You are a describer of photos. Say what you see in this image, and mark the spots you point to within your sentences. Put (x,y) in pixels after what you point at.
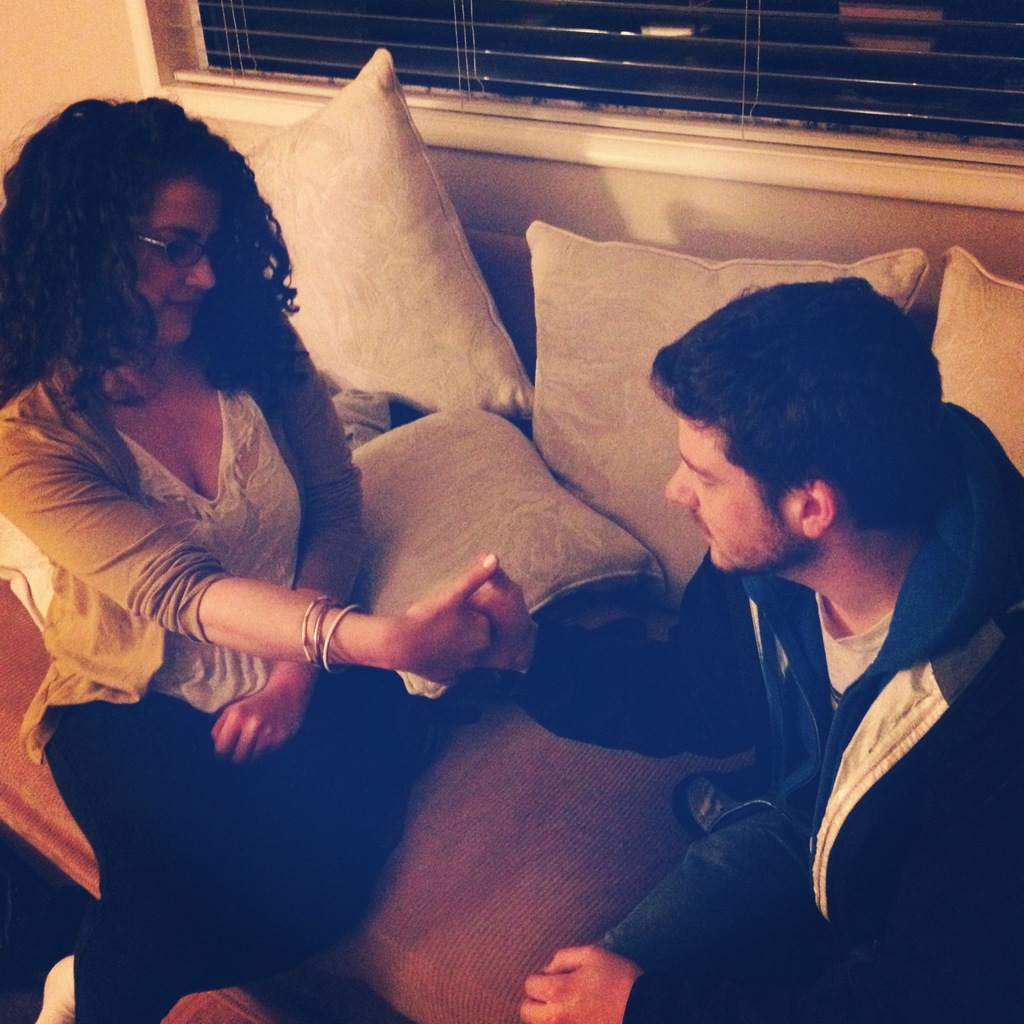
In this image there is a man (889,634) and woman (103,421) sitting on sofa (2,715) in front of pillows (499,503) and giving shake hand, behind them there is a window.
